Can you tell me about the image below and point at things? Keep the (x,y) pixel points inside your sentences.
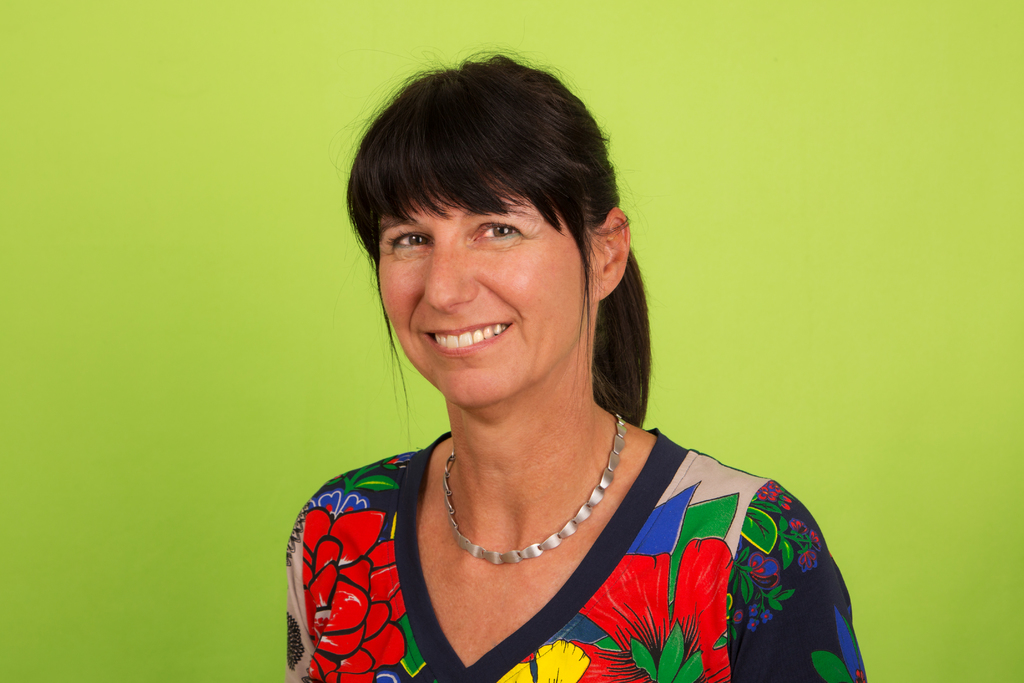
In this image we can see a woman (557,465) standing and smiling and the background (659,214) is green in color.
